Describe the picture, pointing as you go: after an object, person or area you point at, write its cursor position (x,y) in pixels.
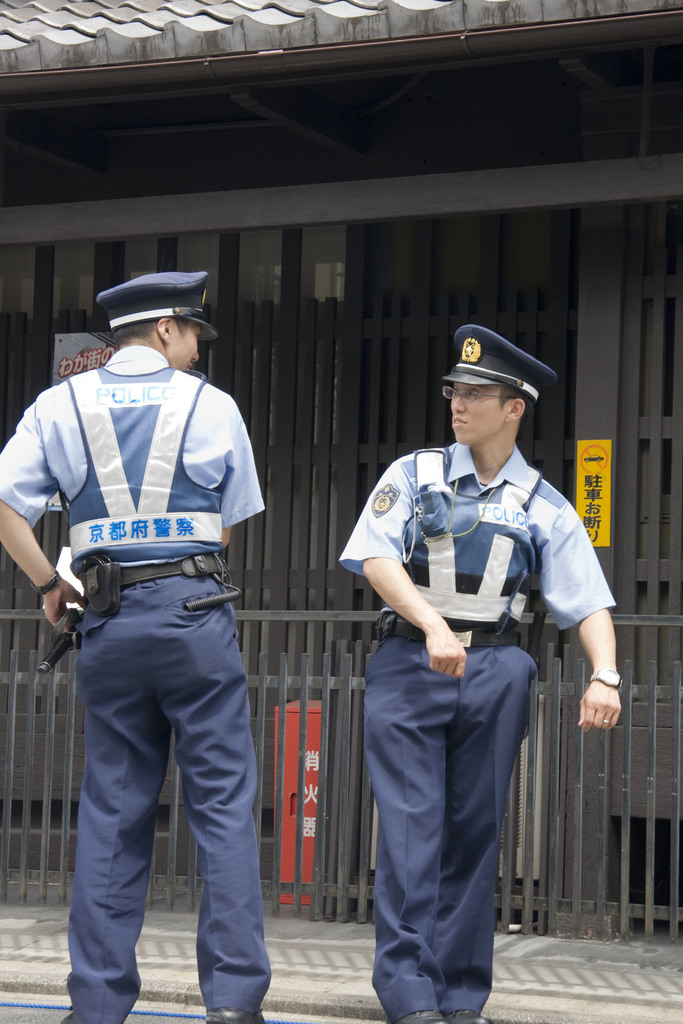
In the foreground of the picture (226,726) we can see two persons (211,928), road (42,1012), pavement (172,918) and railing (45,757). In the middle (330,404) we can see gates (281,344) of a building (421,163). At the top (340,53) it is roof (466,15).
